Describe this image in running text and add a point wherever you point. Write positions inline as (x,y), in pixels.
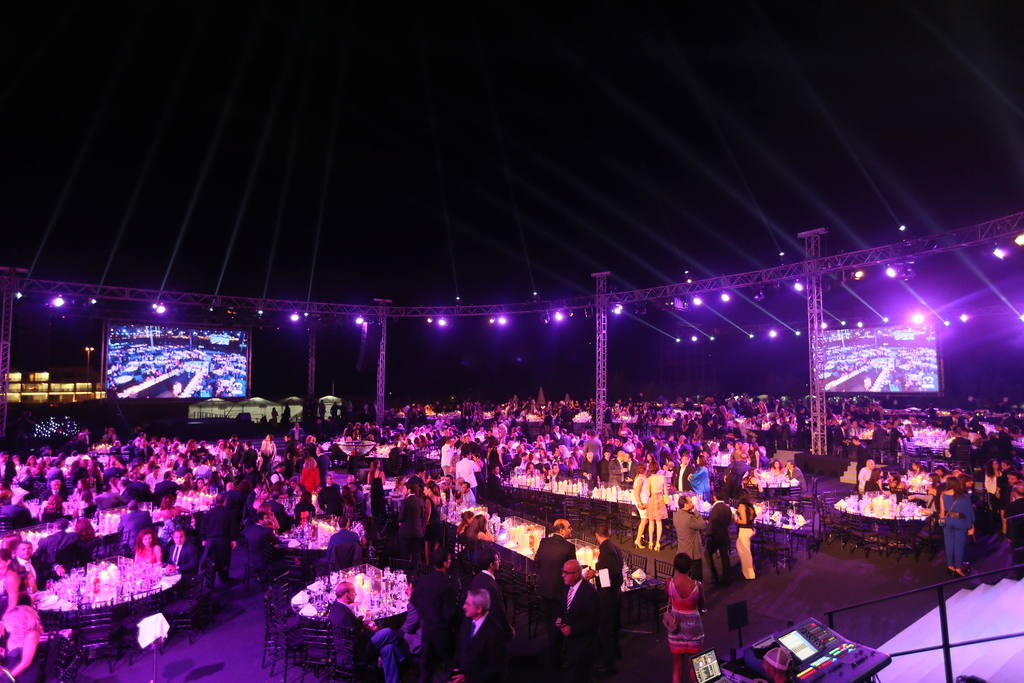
There are group of people (421,499), there are tables (119,574) and chairs (134,613), there are staircase (969,621) on the right side of the image (981,629), there is a screen (890,352), there are lights (689,282), there is a music system (819,655).
